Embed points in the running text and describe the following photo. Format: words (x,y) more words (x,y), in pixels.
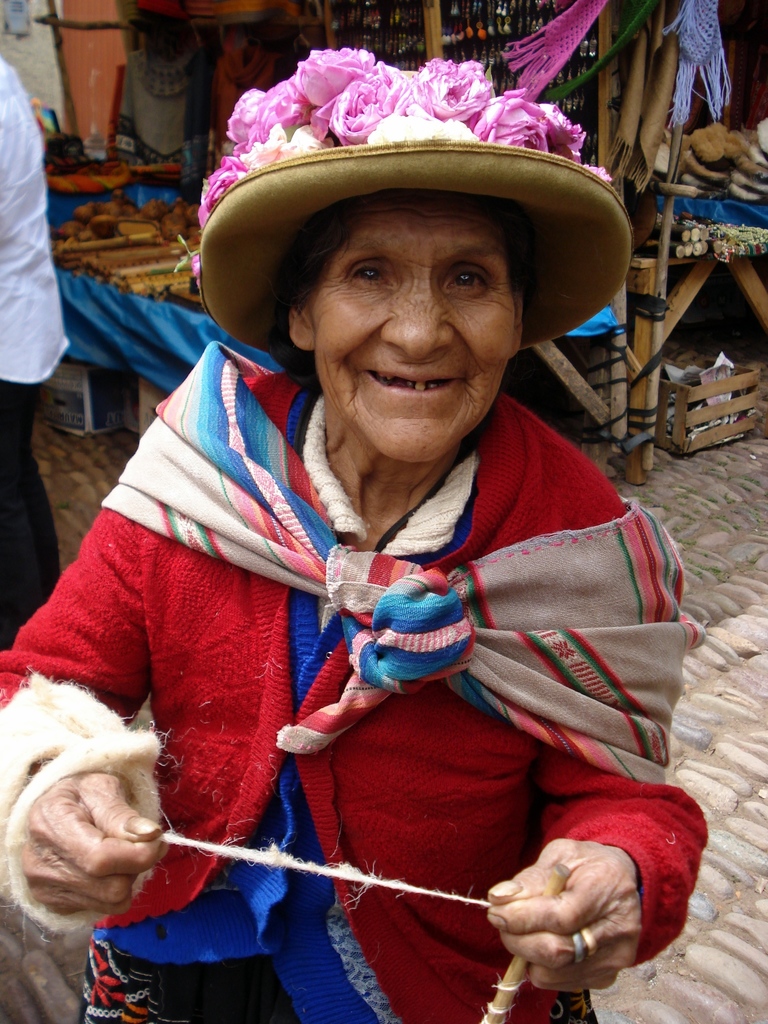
In this image we can see two persons (337,407), one lady (306,631) is holding a rope (455,892), and a stick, there are some objects (139,178) on the table (645,339), also we can see some boxes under the table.
